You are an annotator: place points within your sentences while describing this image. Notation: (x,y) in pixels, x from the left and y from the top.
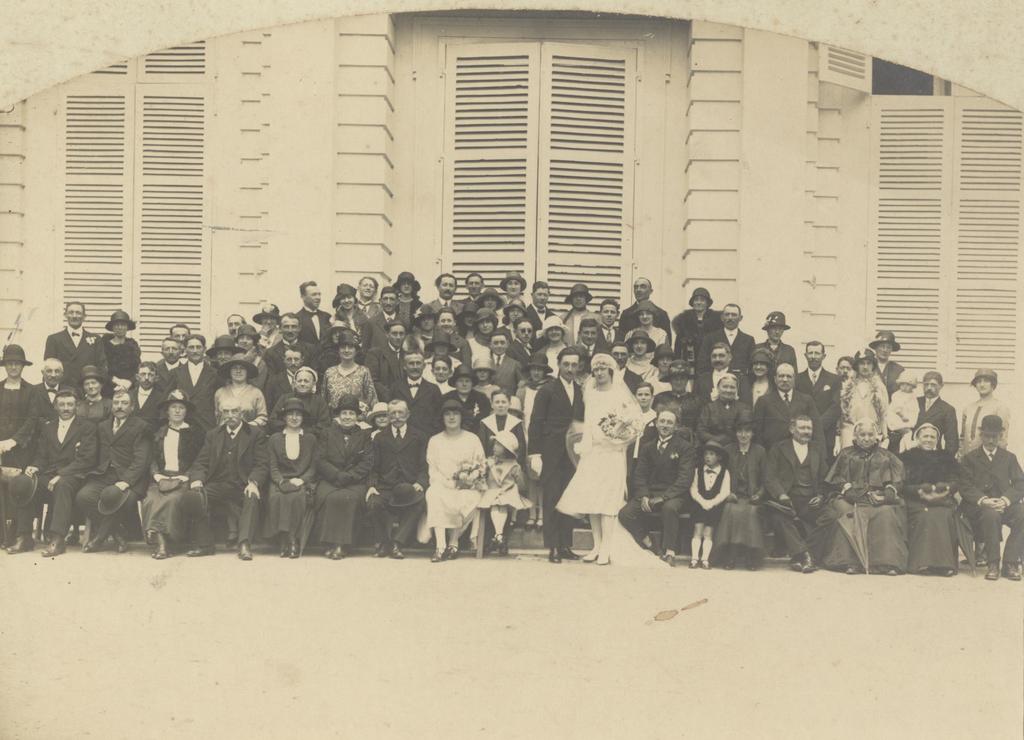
In this image there is a black and white photograph (360,494), in the photograph (308,406) there are a few people (867,483) sitting in chairs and there are a few other people (407,377) standing, behind them there is a building (431,114) with pillars (369,168) and wooden doors (508,160).
